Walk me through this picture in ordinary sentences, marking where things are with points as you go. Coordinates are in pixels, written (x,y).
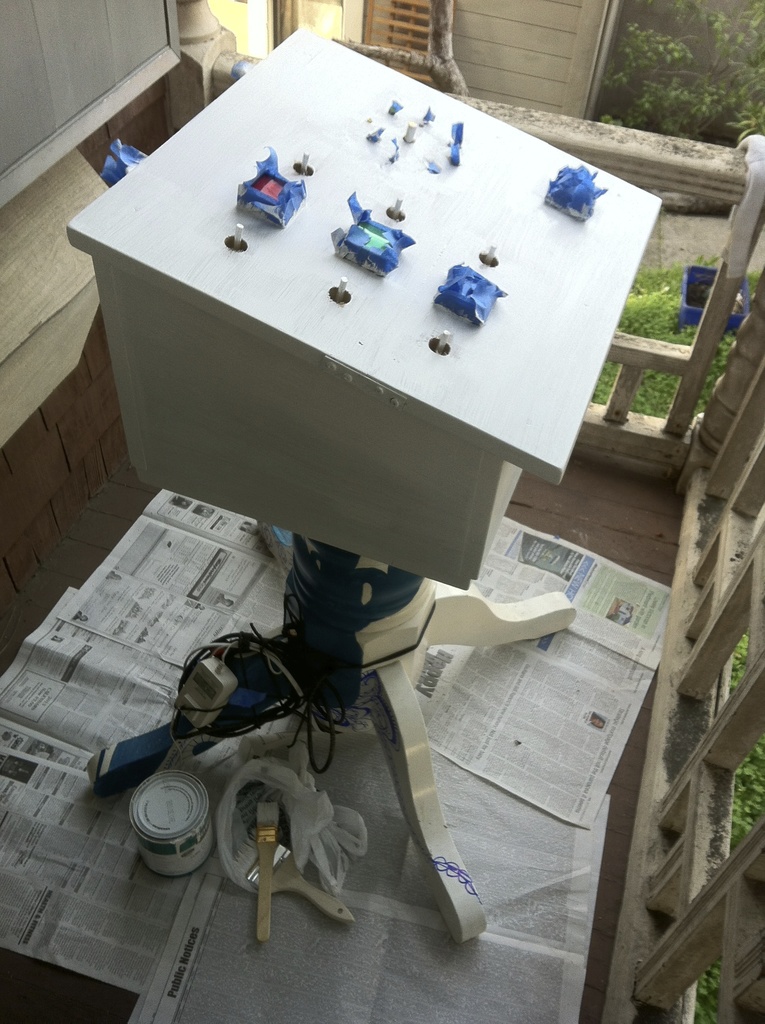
This looks like a machine (405,256) with the buttons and cables (294,701), which is placed on the newspapers (489,735). I can see a tin (163,832) and the paint brushes (266,860). This looks like a wooden baluster (739,375). I think this is a building (477,17). I can see the trees (684,86).
